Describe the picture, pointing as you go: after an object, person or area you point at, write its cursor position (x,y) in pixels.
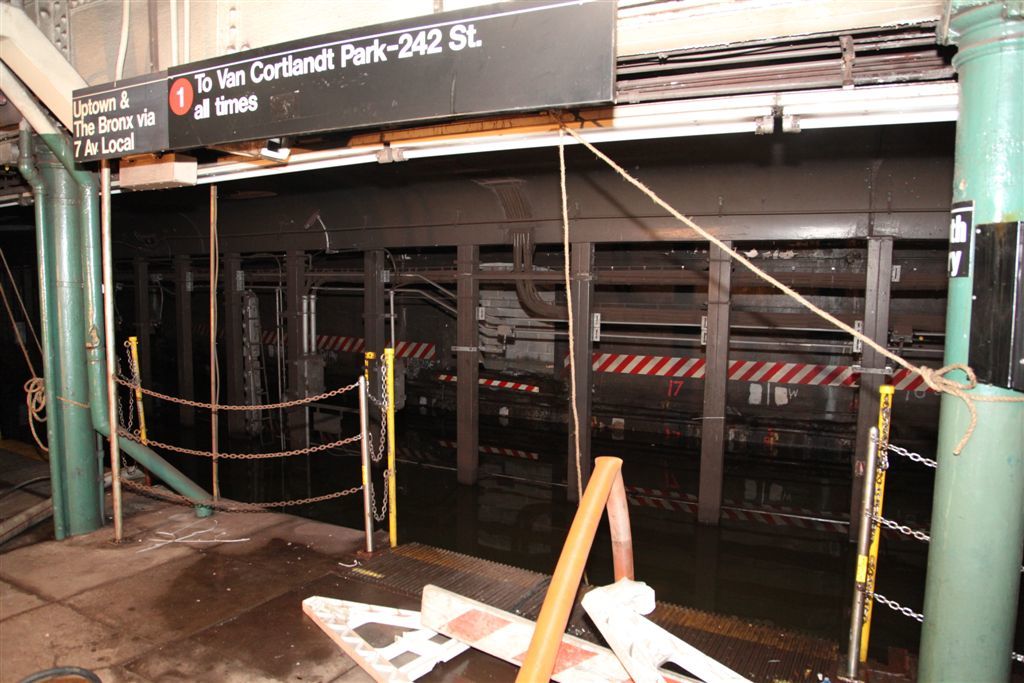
This is a flooded subway station (517,190).
